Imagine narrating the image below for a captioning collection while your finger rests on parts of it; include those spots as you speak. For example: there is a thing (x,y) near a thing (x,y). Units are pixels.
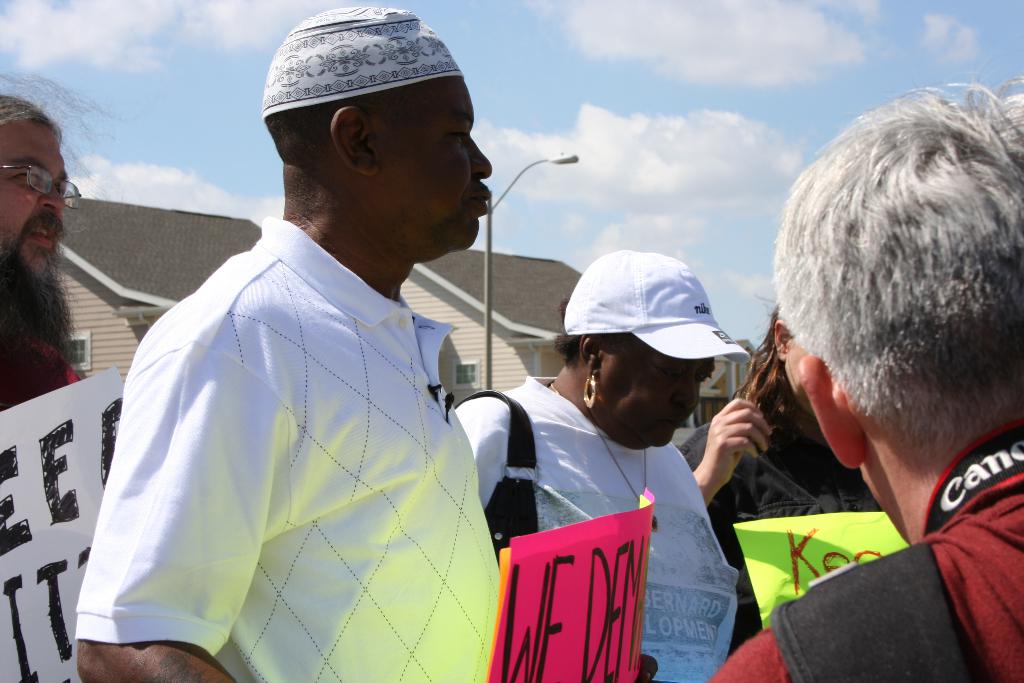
In the image in the center (387,384) we can see few people (435,408) were standing and they were holding banners (77,645). In the background (525,234) we can see the sky (789,101), clouds (735,197), buildings (84,336) and one pole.
